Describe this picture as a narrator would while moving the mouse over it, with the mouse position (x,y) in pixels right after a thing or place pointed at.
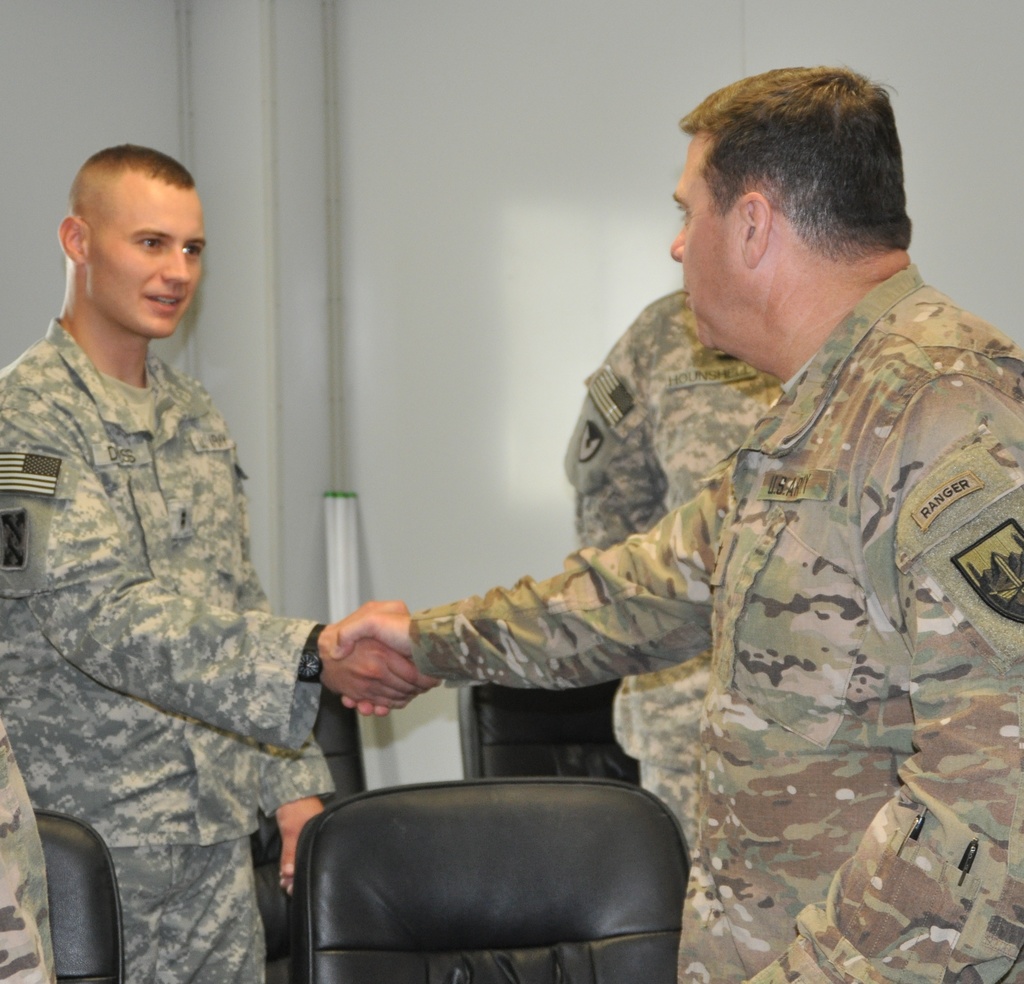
In this picture there are two men (985,570) standing. They both are wearing uniform (739,631). And they are shaking hands (364,617) each other. There are black color chairs (385,887).
